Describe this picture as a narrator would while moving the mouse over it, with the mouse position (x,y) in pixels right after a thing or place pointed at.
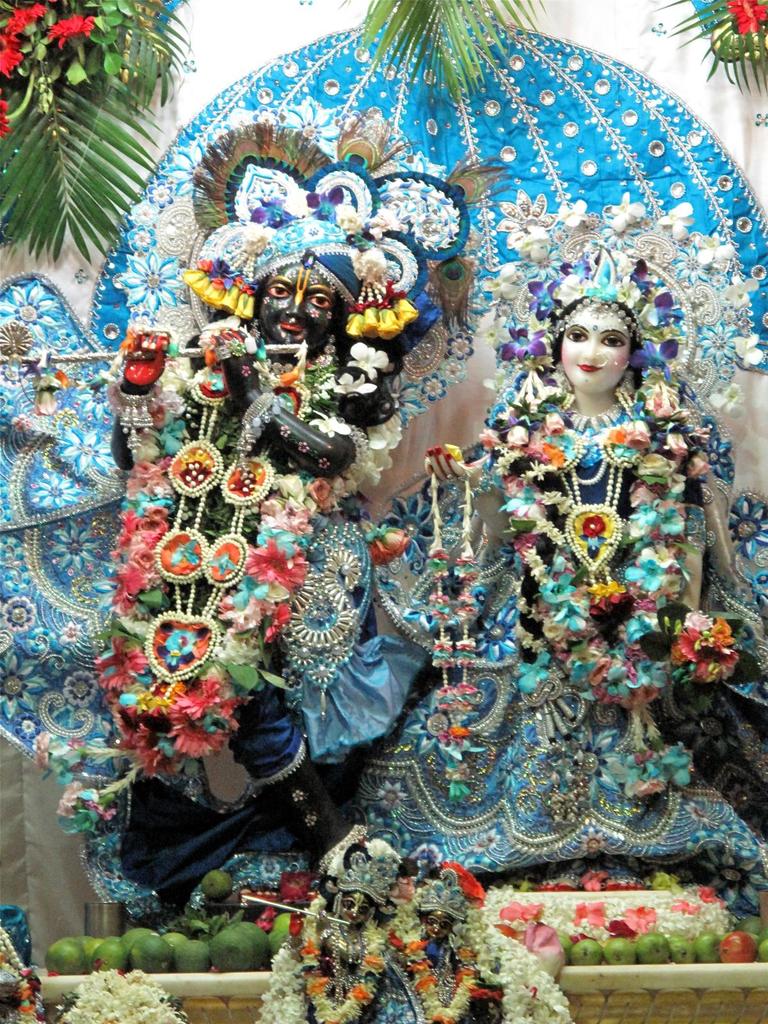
In this image there are idols of god (502,544), garlands (589,544), leaves (401,45), flowers (23,22), fruits (219,958) and objects (565,57).
